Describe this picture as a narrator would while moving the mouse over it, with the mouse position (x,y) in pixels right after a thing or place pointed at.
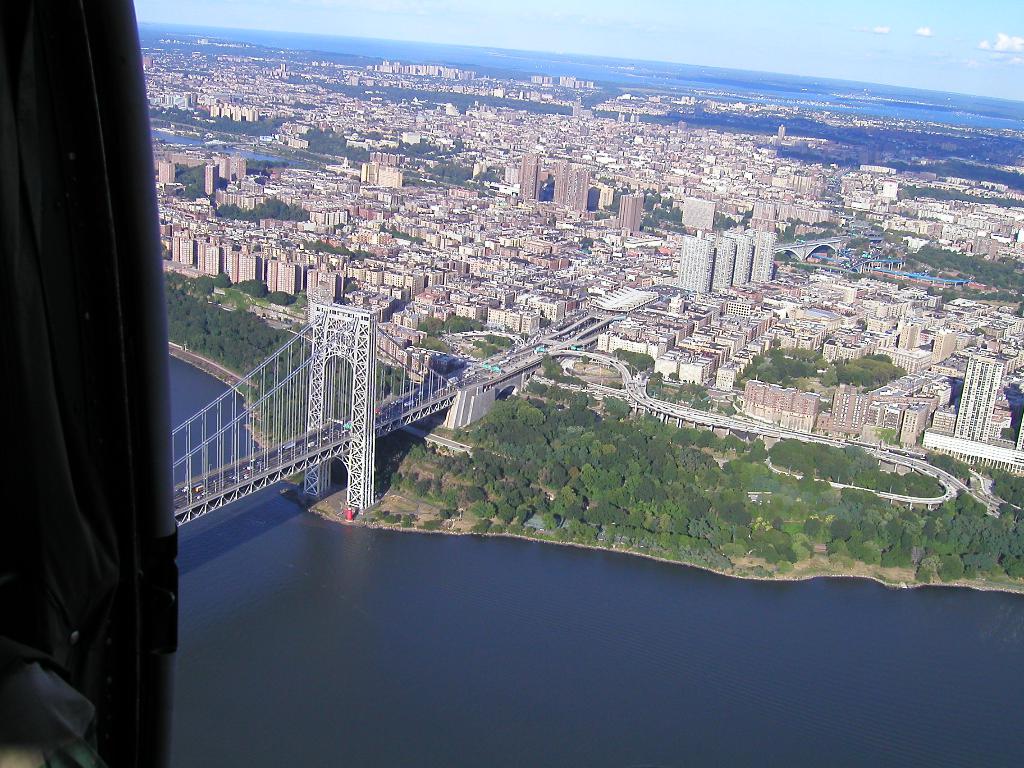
This is a top view of an airplane view of a city (403,209). Where I can see buildings (547,256), roads (471,376) and bridges (407,411), trees (292,415) and rivers (448,598).
